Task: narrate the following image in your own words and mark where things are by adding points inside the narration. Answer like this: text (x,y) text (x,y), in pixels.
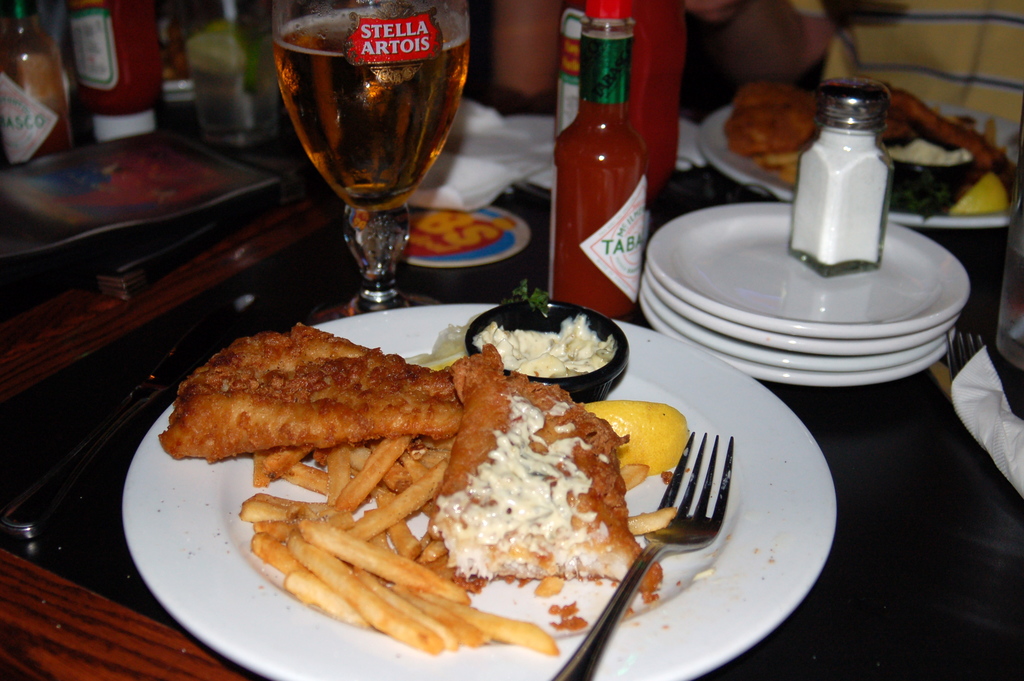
In this image we can see some food items (390,431), plate (424,341), fork (728,467) and knife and other objects (835,270) on an object (129,609). In the background of the image (637,107) there are some plates (901,300), bottles (577,133), a person (924,47), food items (790,161) and some other objects (826,198).
